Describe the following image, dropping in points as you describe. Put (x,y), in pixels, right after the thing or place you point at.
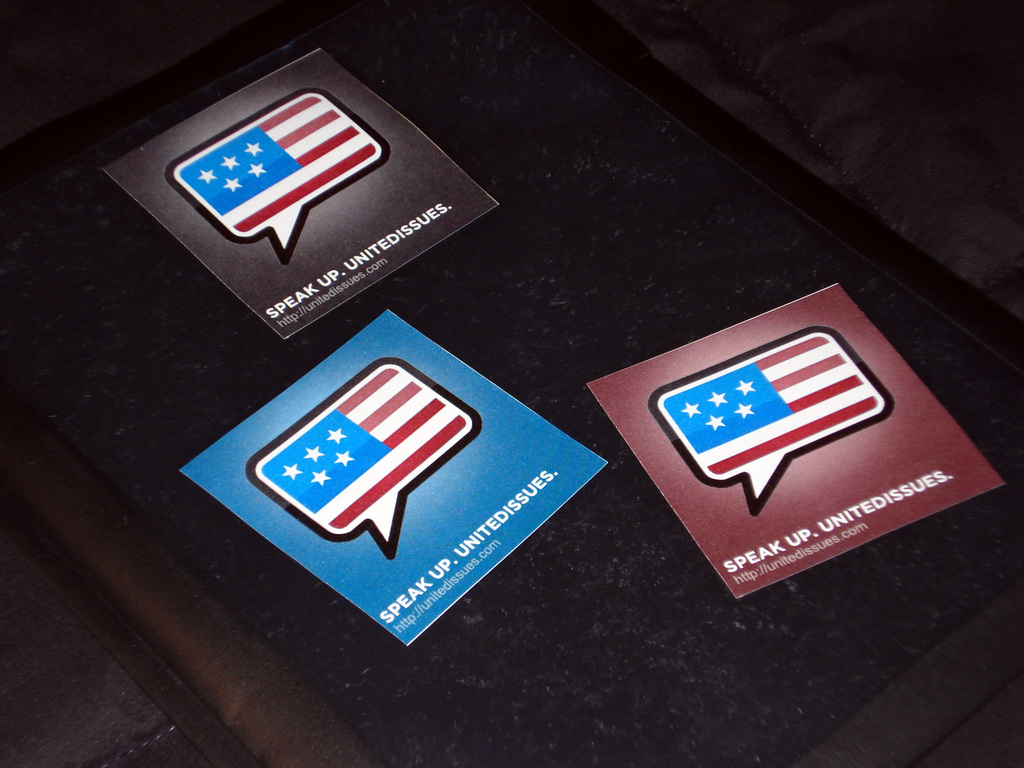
In this image, we can see papers (321,537) on the board (294,669).
